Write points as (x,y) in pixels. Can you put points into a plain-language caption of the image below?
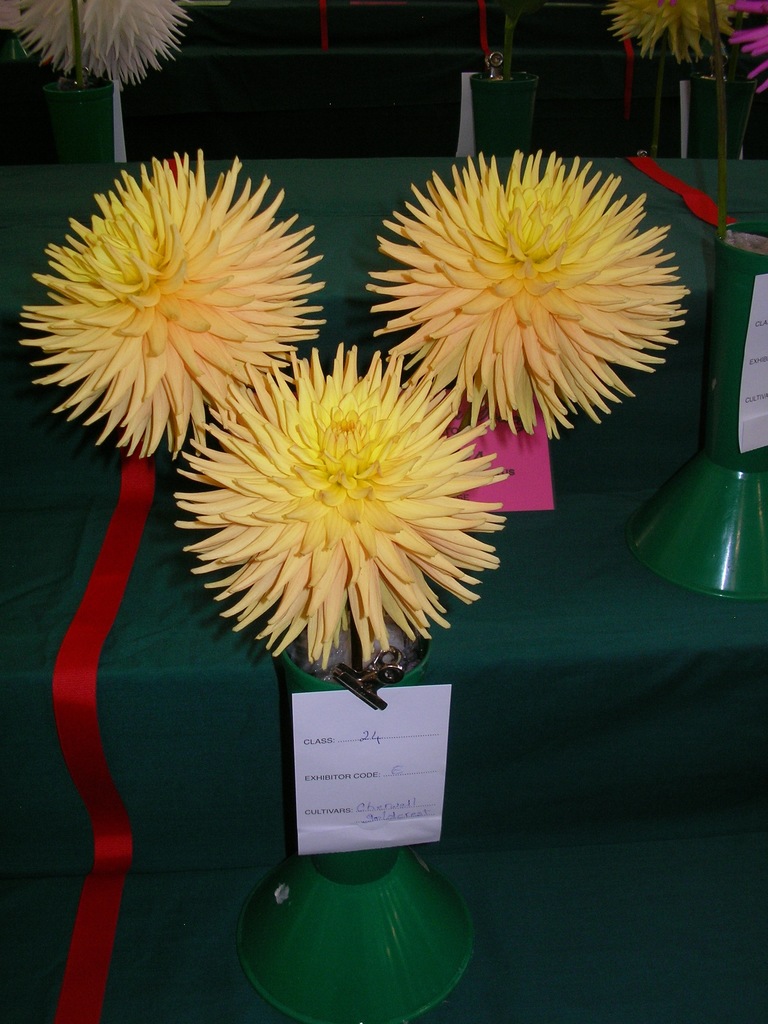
In this image we can see flower vases (495,87) along with the information boards (358,761).
